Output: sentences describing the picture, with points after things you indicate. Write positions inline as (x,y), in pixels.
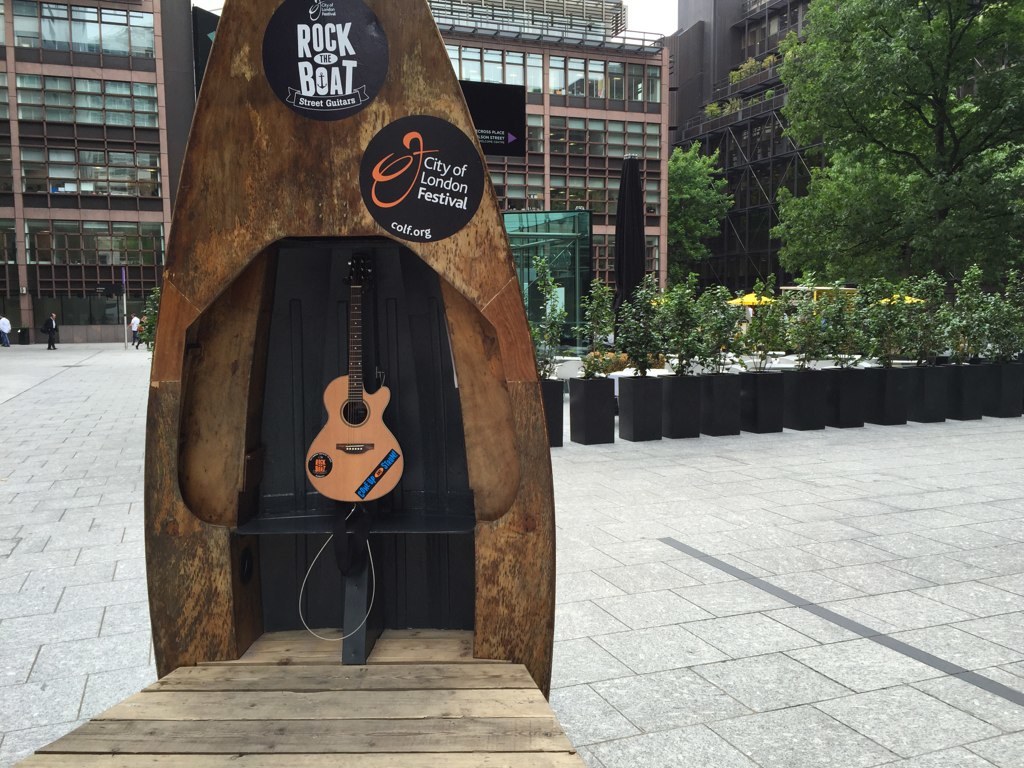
As we can see in the image there are buildings (694,91), trees (899,133), plants (1014,306) and a guitar (343,449).
